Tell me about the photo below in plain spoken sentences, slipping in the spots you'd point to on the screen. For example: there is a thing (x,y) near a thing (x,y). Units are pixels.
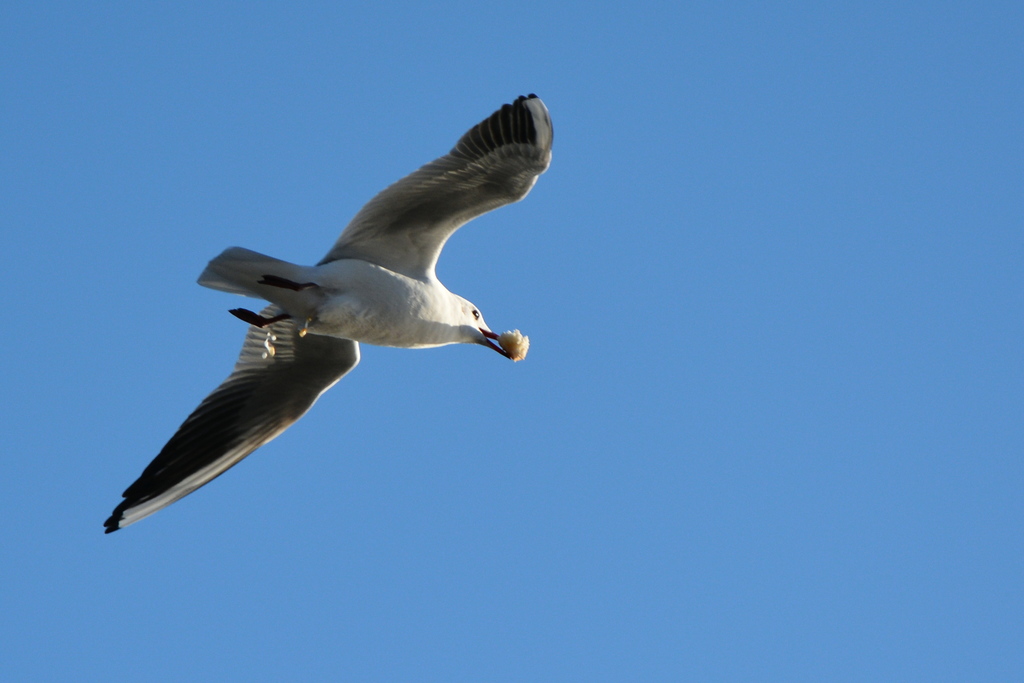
In this image, in the middle (402,330), we can see a bird (384,322) which is flying in the air (518,304) and also keeping some food item (522,339) in its mouth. In the background (542,378), we can see a sky (412,383) which is in blue color.
